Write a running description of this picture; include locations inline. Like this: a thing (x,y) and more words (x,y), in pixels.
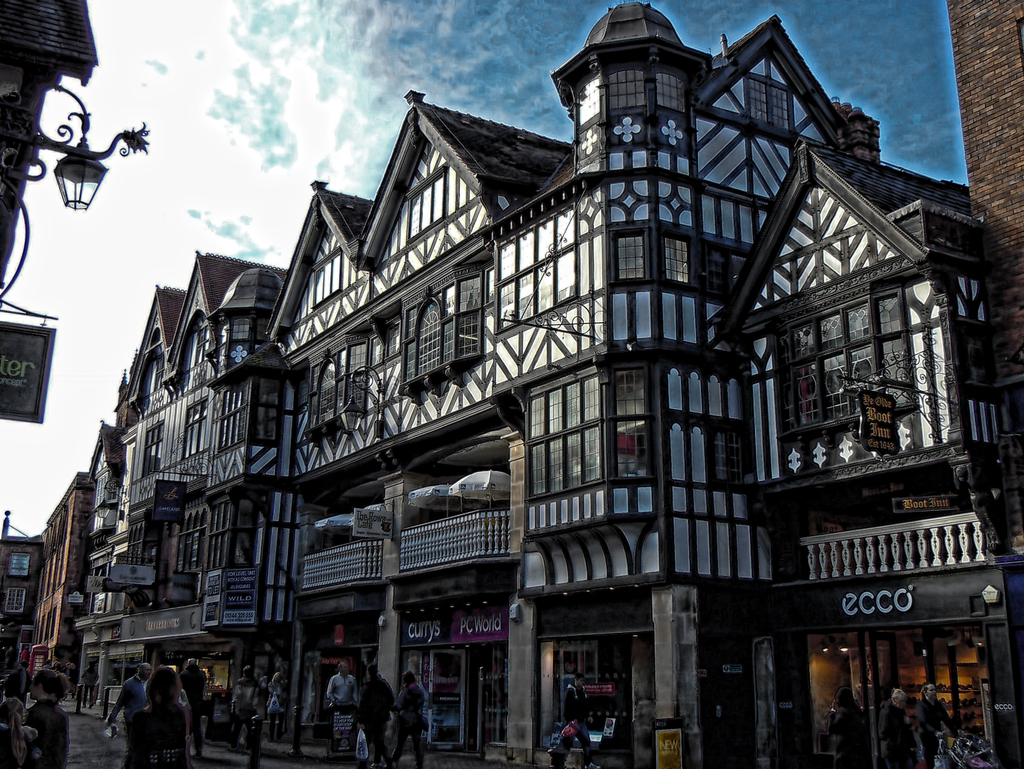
In this image we can see buildings (262,386) and on the road (433,754) people (197,727) are moving. The sky (293,89) is clear with some clouds (187,140).
